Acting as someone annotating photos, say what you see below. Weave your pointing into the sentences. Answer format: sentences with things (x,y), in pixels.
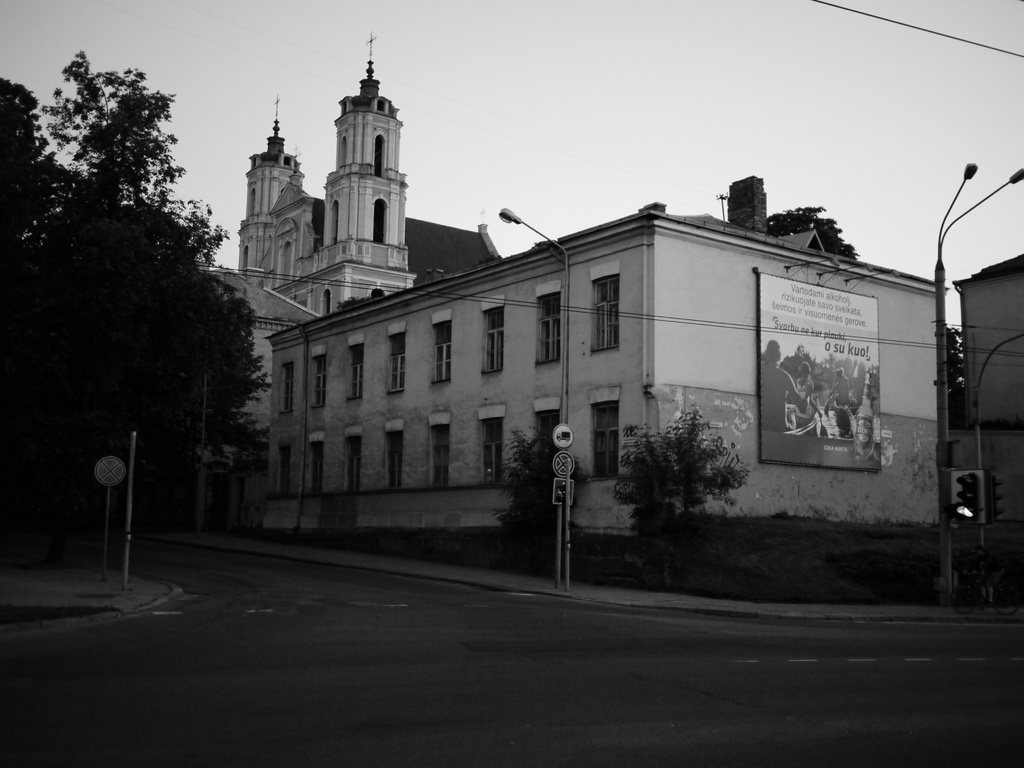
This is a black and white image. In this image we can see building (423,312), advertisements (833,355), street poles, street lights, sign boards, road (437,631), trees (688,495) and sky (650,180).
